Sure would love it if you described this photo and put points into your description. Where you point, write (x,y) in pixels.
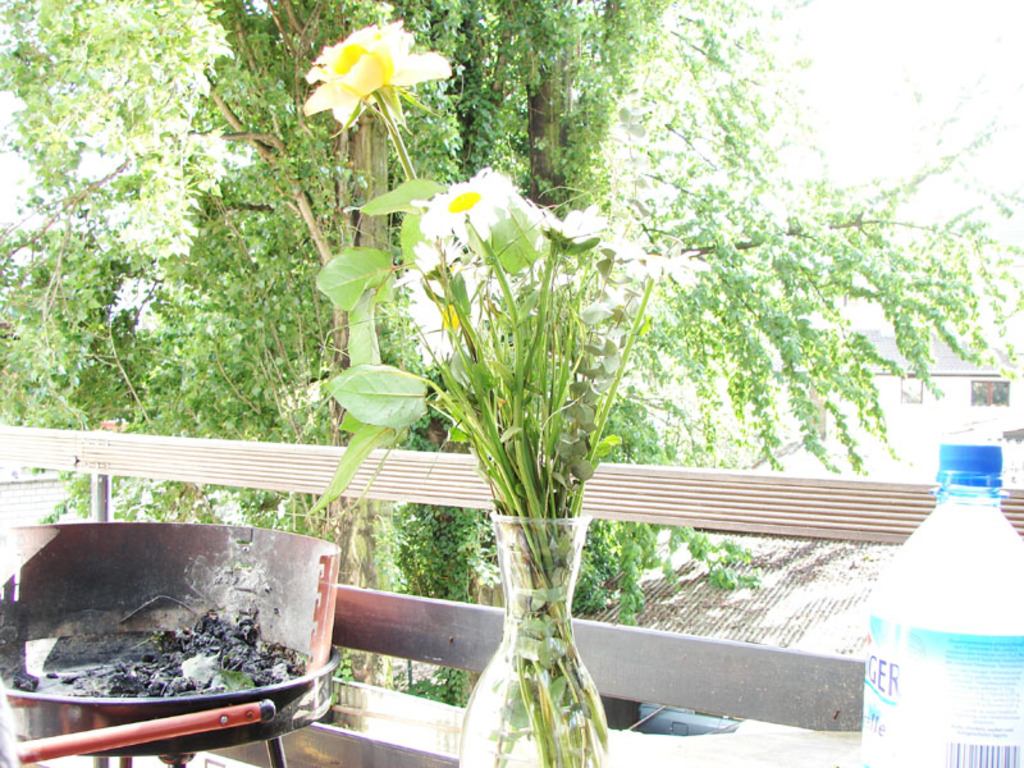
There is vase (536,767) with white flowers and leaves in it and beside that there is a bottle (1016,613) and other side there is a coal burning in tray (258,603). Behind that there are so many trees (206,412).
